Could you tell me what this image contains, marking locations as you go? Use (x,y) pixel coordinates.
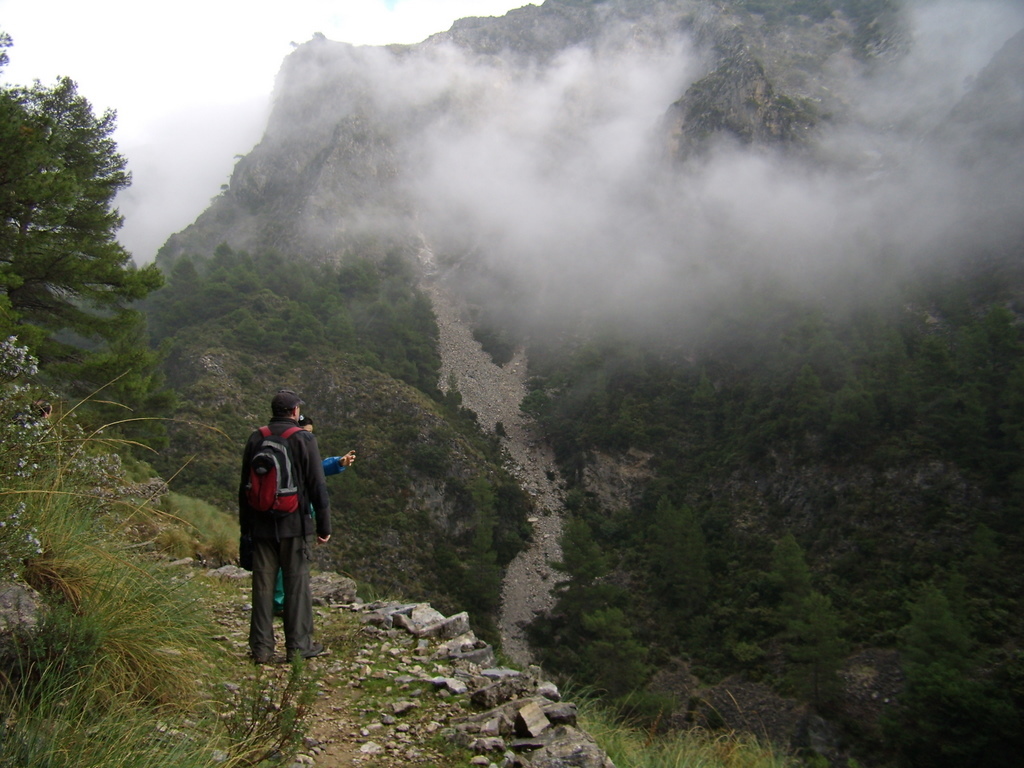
In this picture I can see hill (250,431) and few trees (19,272) and I can see smoke (604,256) and couple of them standing and a man (303,501) wore a backpack (283,445) on his back (297,453) and a cap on his head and I can see few rocks (413,680).
